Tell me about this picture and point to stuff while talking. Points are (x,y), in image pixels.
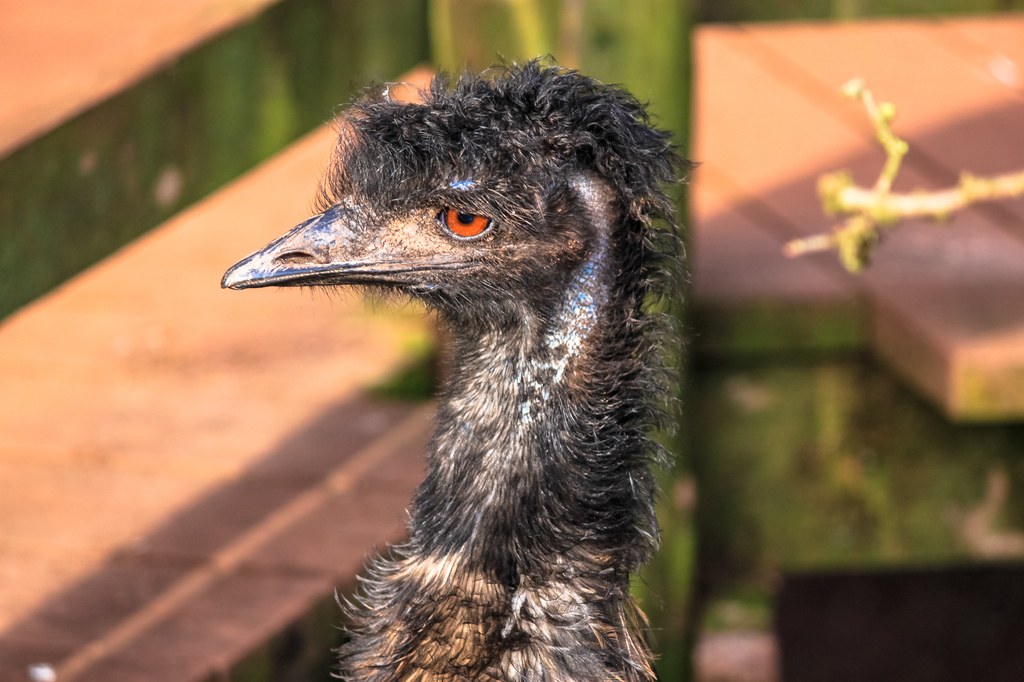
In this image I can see a bird (509,392), grass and fence (268,446). This image is taken may be during a day.
